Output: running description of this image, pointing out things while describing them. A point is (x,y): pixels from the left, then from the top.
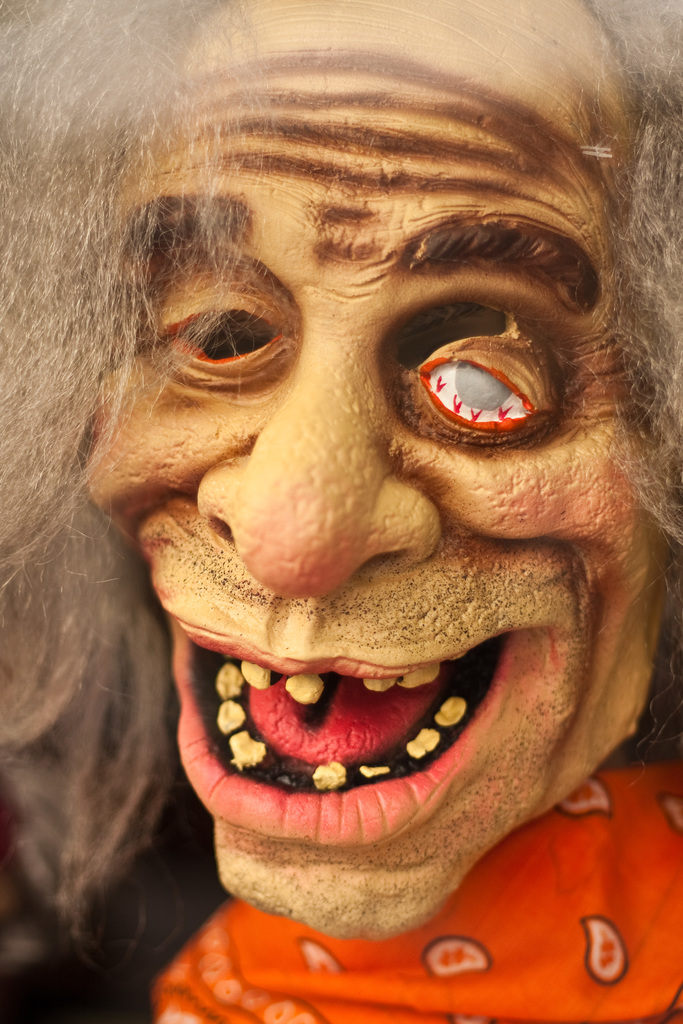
In this picture I can see the statue (264,157) of an old man (562,351) who looks like a zombie (441,378).
